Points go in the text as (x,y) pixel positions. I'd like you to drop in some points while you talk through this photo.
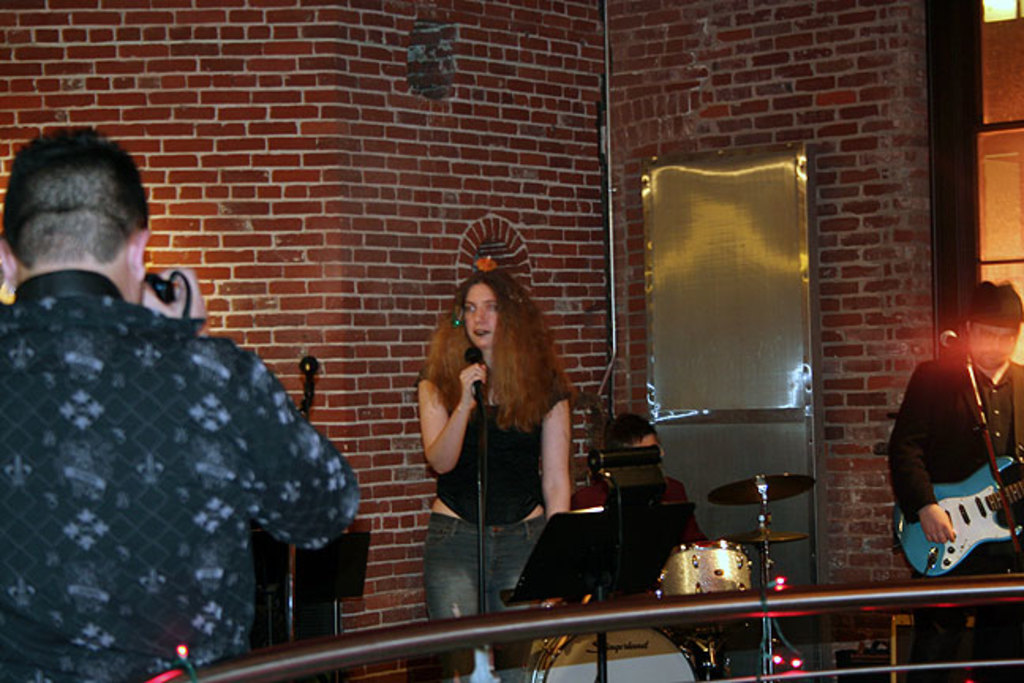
There are four persons (529,484) at the extreme right one person (995,411) is holding a guitar (970,527) and is looking at the guitar (983,508) in the center (642,446) one person (668,484) is sitting in front of the musical instrument (696,552) at the left side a woman (510,463) is holding a mic (481,394) in the bottom left (137,470) a person (154,496) is standing. In the background (356,272) there is wall (316,173) of bricks (304,145) red in colour.
